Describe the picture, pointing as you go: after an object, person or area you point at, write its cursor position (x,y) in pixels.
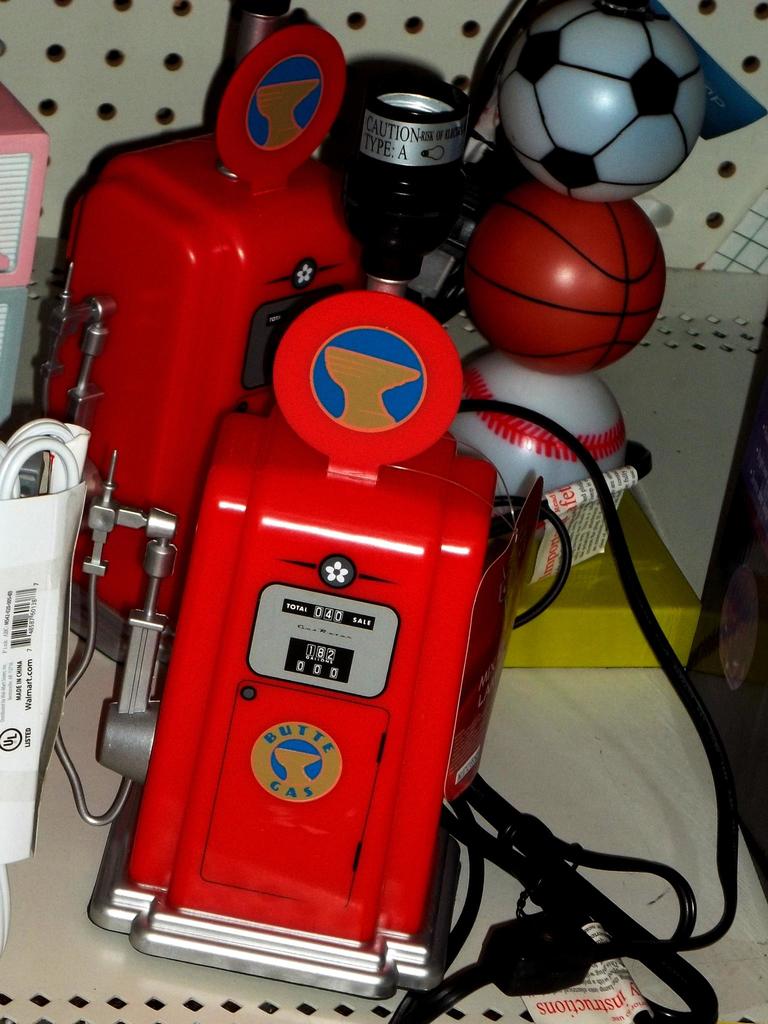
In this image in the center (277,521) there might be some machines (320,432) and also there are some balls (546,136), wires (570,446) and some other objects (14,154). In the background (47,90) there is wall (23,93), and on the right side (720,639) also there are some boxes (713,556).
